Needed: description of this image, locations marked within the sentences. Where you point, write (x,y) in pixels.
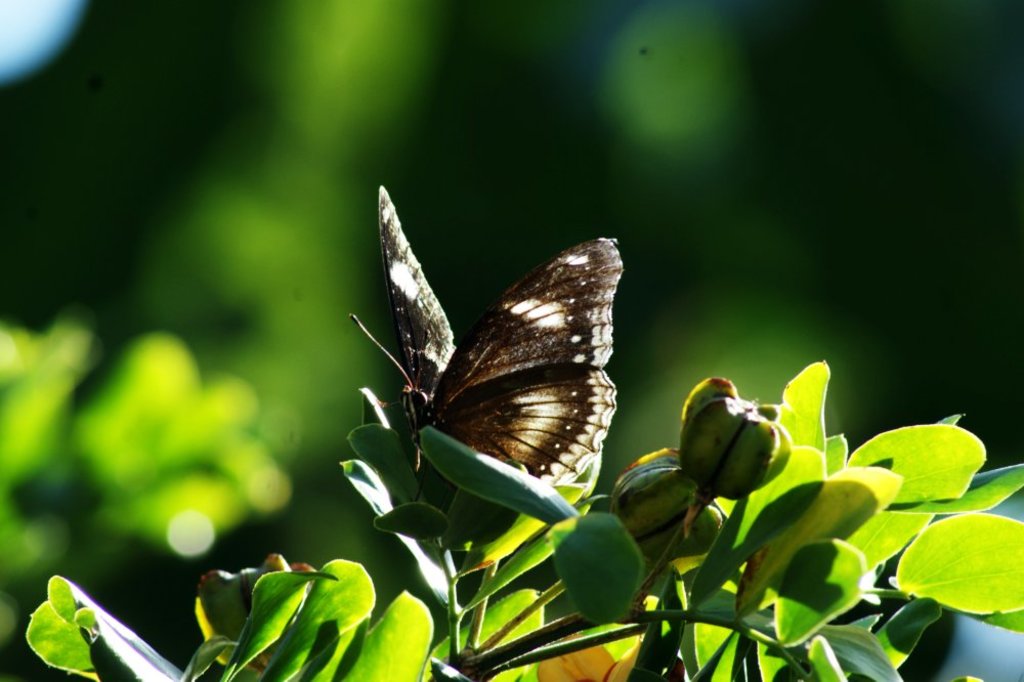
In this image there is a butterfly (533,415) on a leaf (548,487), in the background of the image (150,463) there are trees (386,575) and plants (329,455).
